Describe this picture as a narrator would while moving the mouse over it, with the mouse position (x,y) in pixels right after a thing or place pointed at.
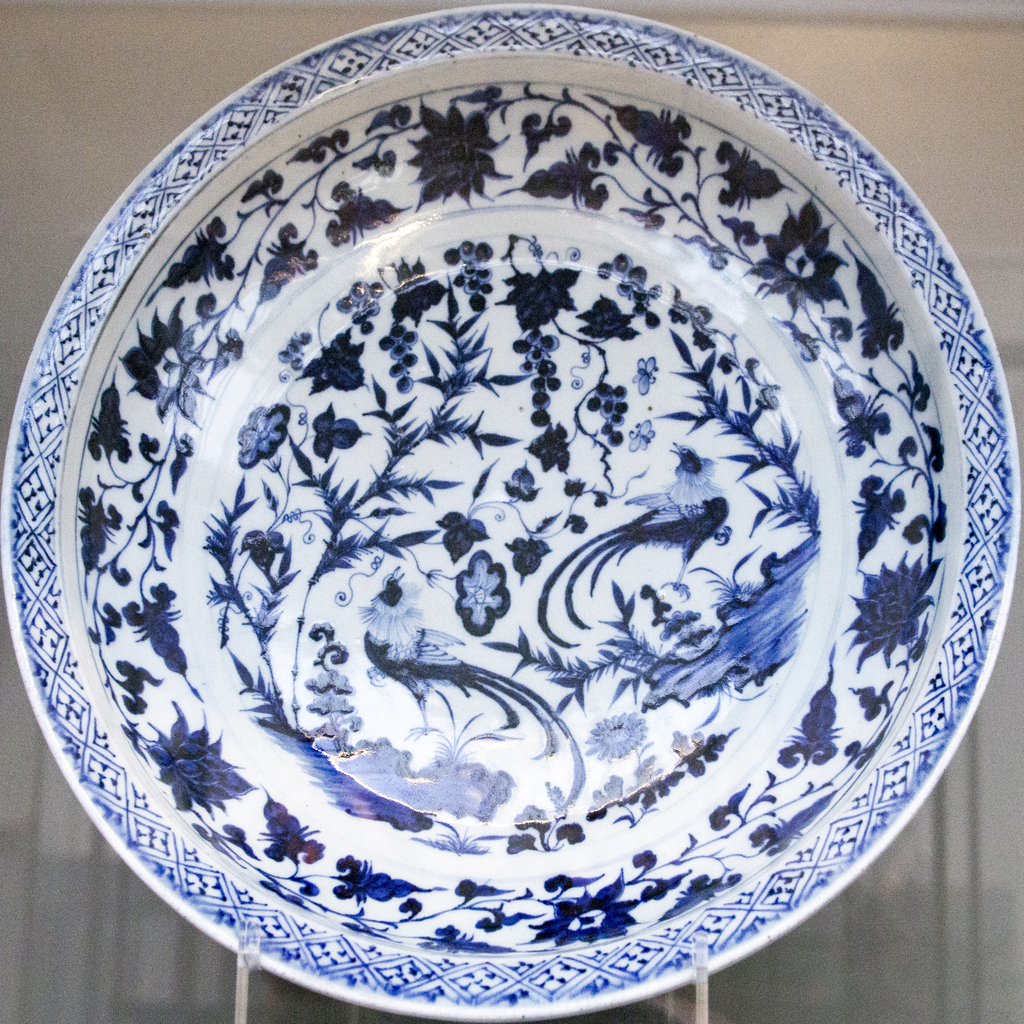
In this picture there is a plate (350,334), on a stand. The plate (432,524) has floral designs (554,462).
